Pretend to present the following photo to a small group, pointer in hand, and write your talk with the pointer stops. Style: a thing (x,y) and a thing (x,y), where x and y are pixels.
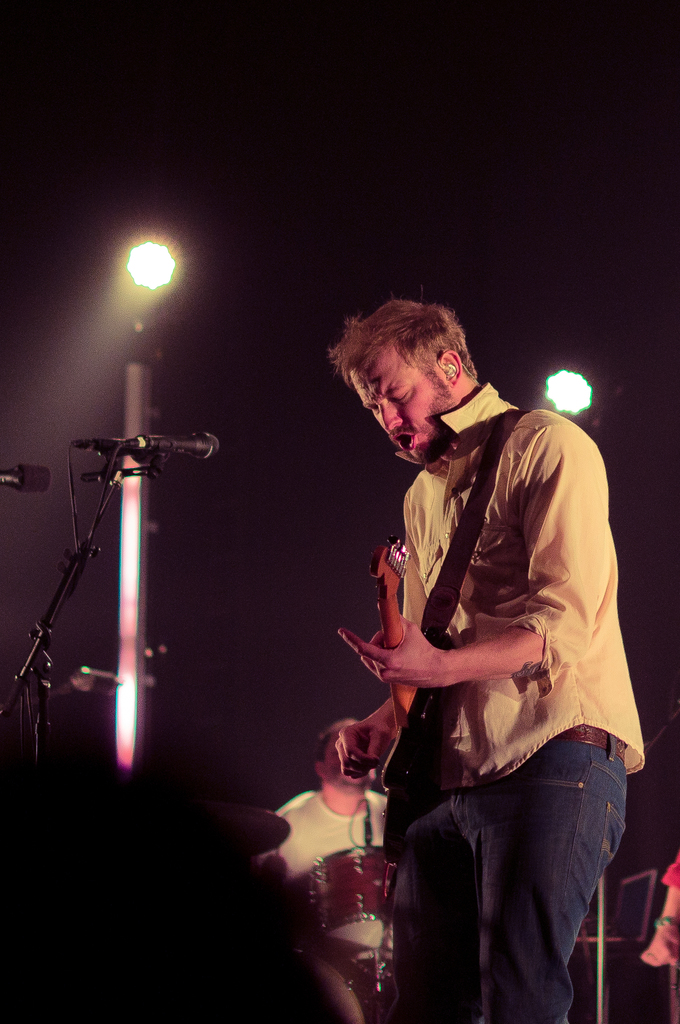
In this image I can see a person (403,635) standing in-front of the mic (150,459) and holding the guitar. In the background (363,791) there are lights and the person (354,833) sitting.
